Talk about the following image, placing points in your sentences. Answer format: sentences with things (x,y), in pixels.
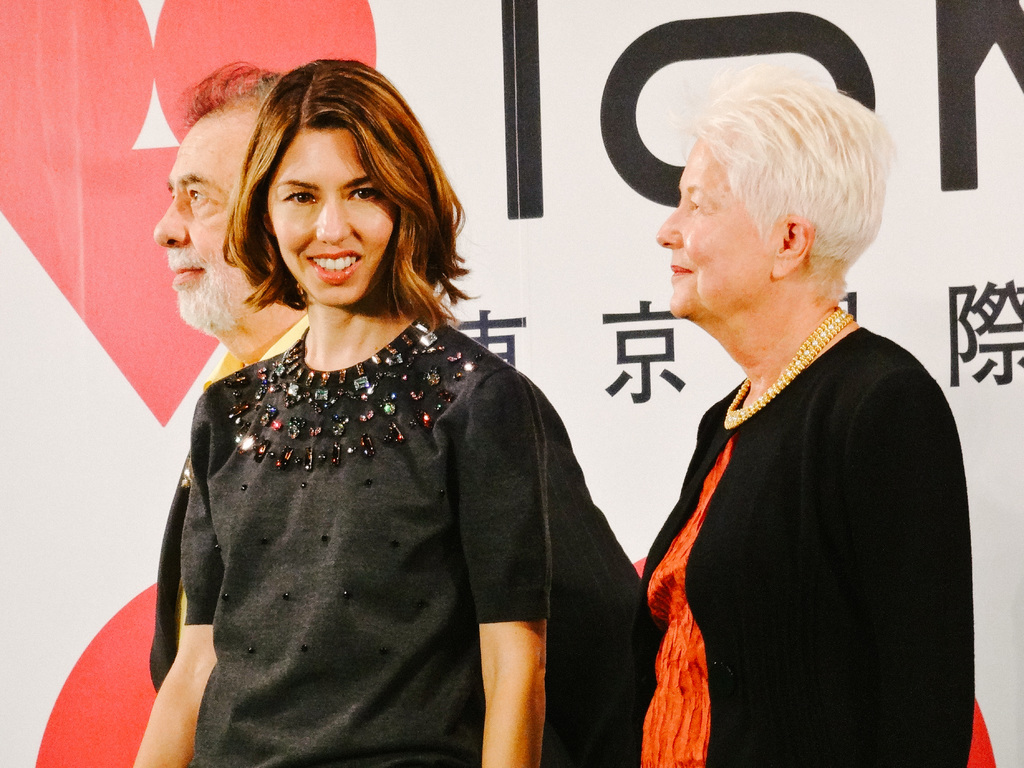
There is a woman (326,526) in thick gray color t-shirt (323,548), smiling and standing near other woman (831,353) who is in black color jacket (888,531), smiling and standing and a person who is smiling and standing. In the background (52,350), there is a white color hoarding (965,82). On which, there are symbols (105,168) and words (1015,324) painted.
